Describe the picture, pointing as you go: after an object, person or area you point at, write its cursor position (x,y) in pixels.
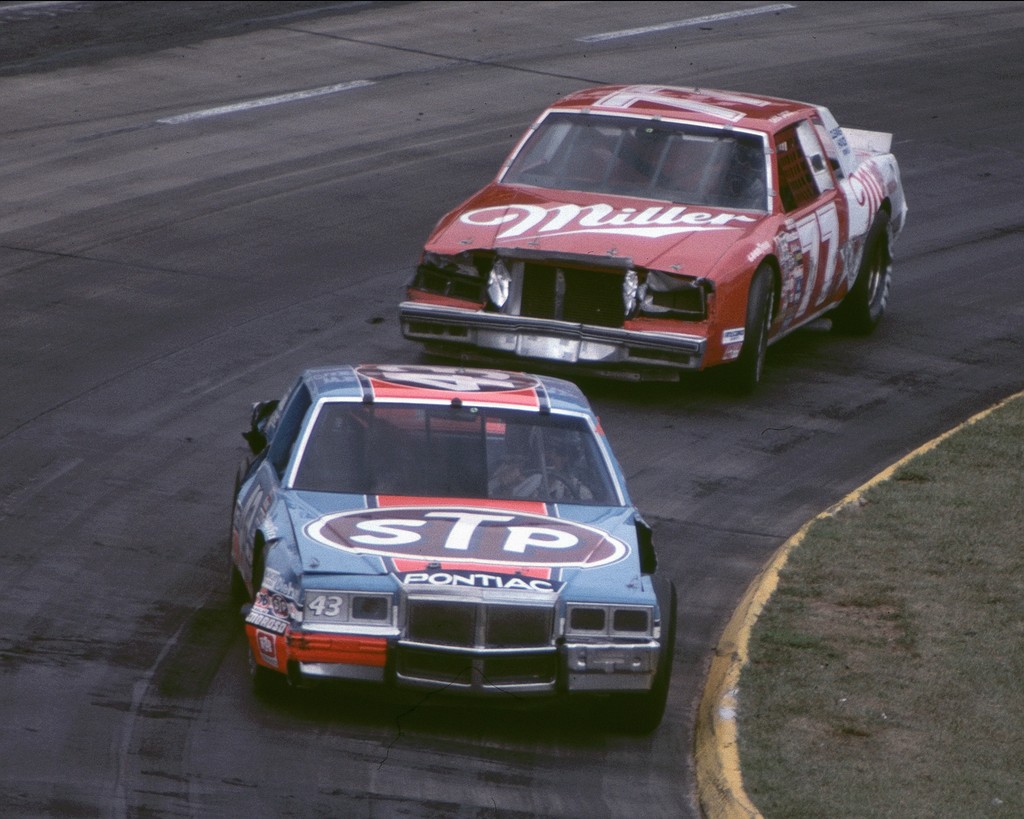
In this image there are two cars (523,405) one behind the other On the road (167,397). On the footpath (818,594) there is grass (870,669).
